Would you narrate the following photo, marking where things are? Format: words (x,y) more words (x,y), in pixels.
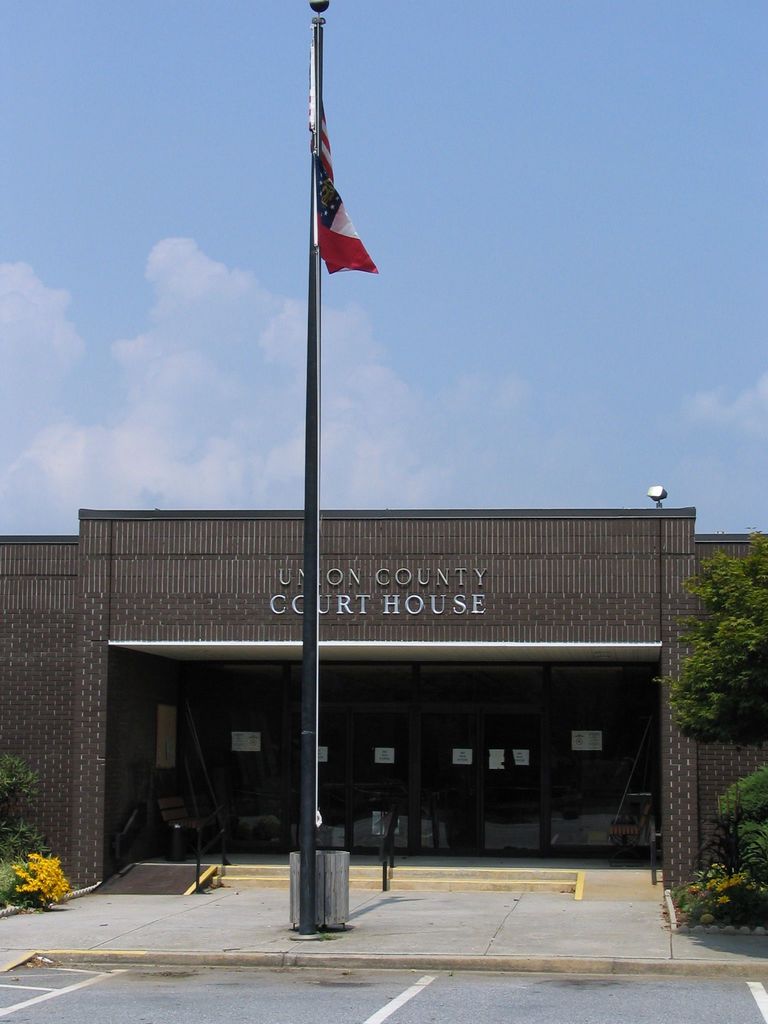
In the middle of the picture (305,626), we see a flag pole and a flag (340,256) in white, red and blue color. Behind that, we see the stairs (436,869) and the stair railing (200,875). In the background (513,632), we see a building (192,610) in brown color. On top of the building (411,546), we see some text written on it. In the background (489,721), we see a wall (576,775) on which some posters (385,752) are posted. On the right side (721,737), we see the trees (718,597). On the left side (47,869), we see the trees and plants (41,888). At the bottom (284,1004), we see the road (460,990). At the top (474,140), we see the sky (415,246) and the clouds (197,317).
